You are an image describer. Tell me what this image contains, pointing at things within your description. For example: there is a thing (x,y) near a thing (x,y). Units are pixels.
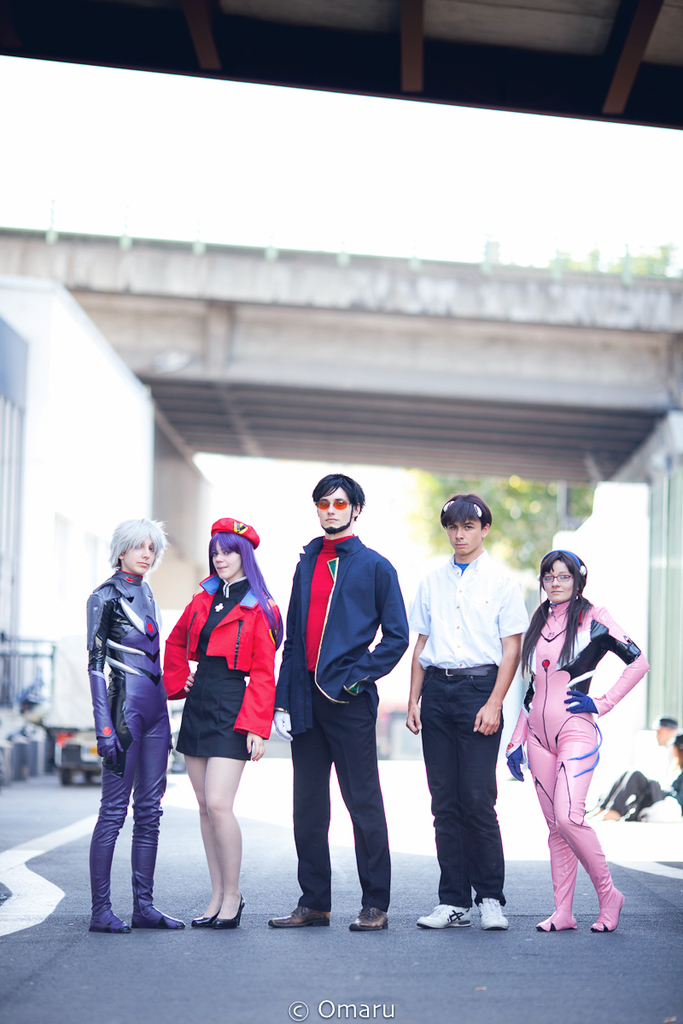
The picture is taken outside a city on the streets (270,859). In the foreground of the picture (415,655) there are five people (270,663) standing on the road (287,977). The background (22,635) is blurred. In the background (677,673) there are vehicles (56,733), people (642,776), building (664,614) and trees (523,501).
